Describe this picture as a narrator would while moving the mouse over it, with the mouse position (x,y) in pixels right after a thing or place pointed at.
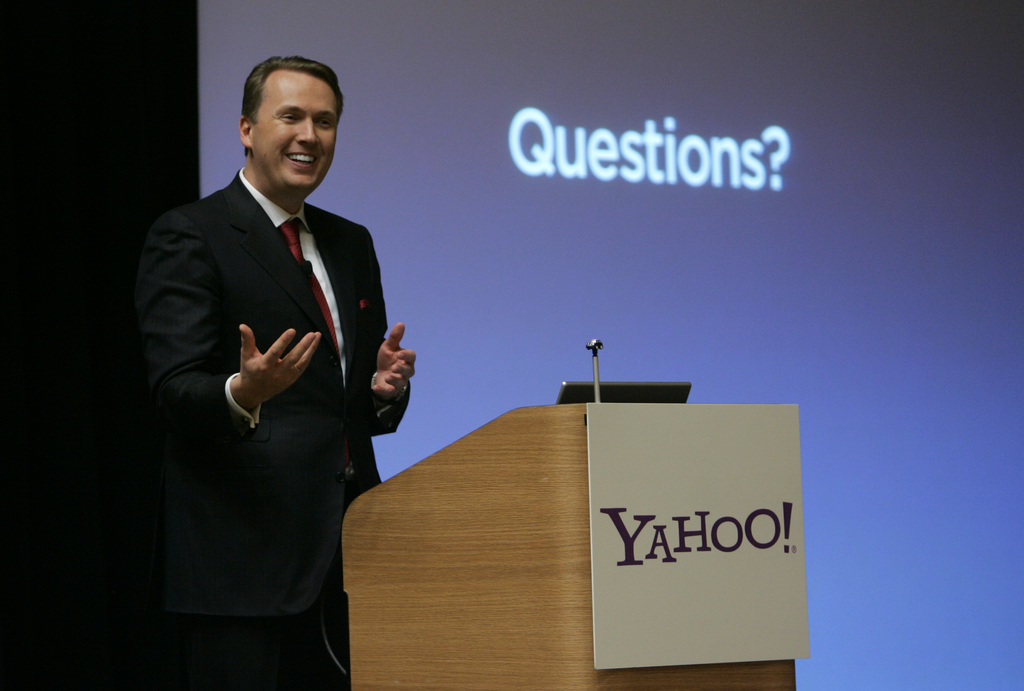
In this image, On the left (271,411) there is a man (272,321), he wears a suit (248,288), shirt (338,327), tie (317,274), trouser (270,655), he is smiling, in front of him there is a podium (490,575), board (706,575), text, laptop (567,396). In the background (546,377) there is a screen (577,163), text (608,155).
